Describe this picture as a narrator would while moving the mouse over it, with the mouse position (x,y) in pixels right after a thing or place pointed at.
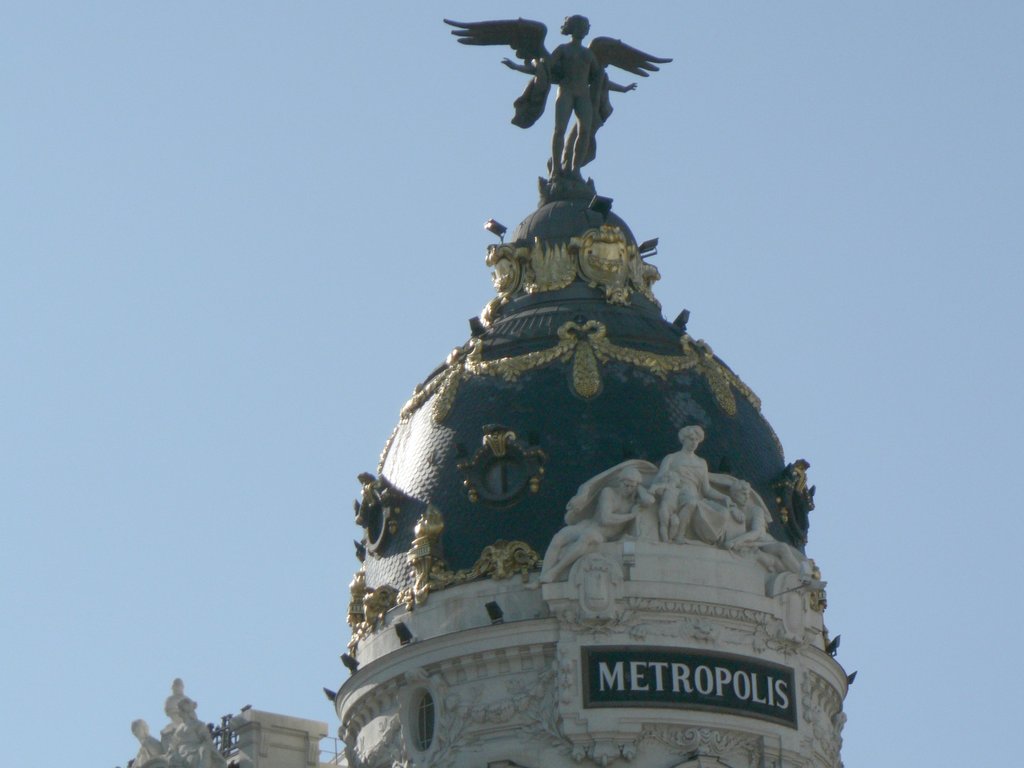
In this image we can see a monument (475,616) with sculpture (628,489) and statues (611,111). We can see the blue color sky (917,326) in the background (837,470).
